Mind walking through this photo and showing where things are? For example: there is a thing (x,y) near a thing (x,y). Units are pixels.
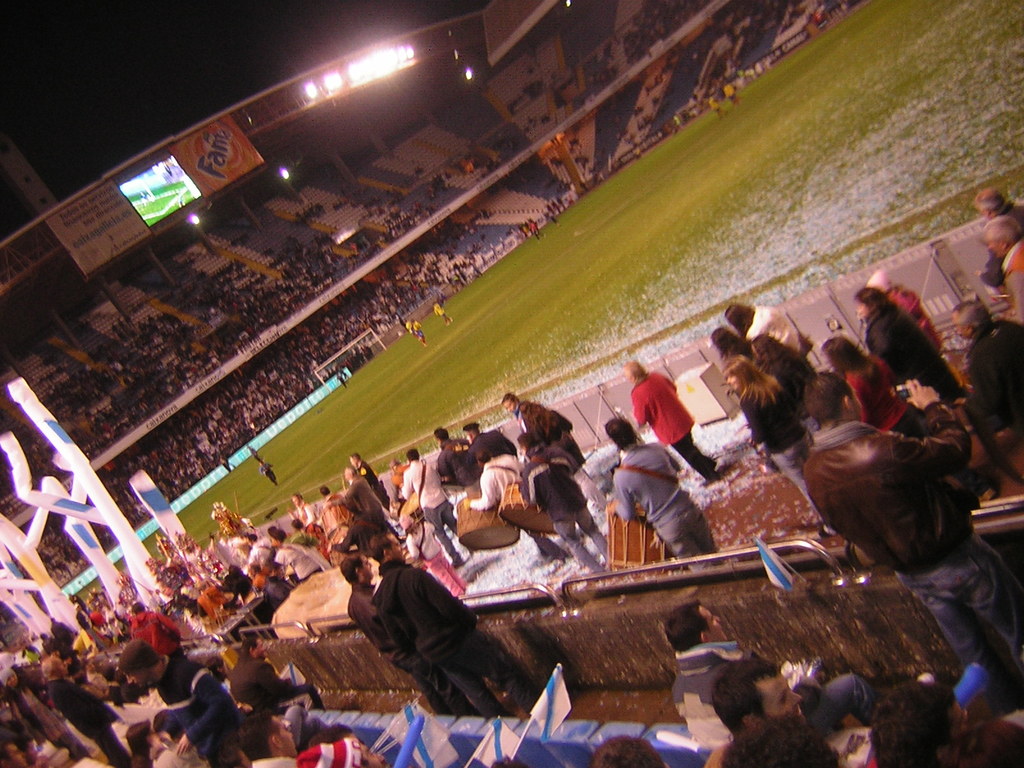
In the image we can see a few people (394,649) are standing and a few people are sitting. Among them, we can see a few people (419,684) are holding some objects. And we can see some other objects (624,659). On the left side of the image (142,479), we can see a few white color objects (81,482). In the background (167,211), we can see banners (196,387), one screen (159,204), lights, grass (631,195), group of people (206,354) and a few other objects (933,295).
